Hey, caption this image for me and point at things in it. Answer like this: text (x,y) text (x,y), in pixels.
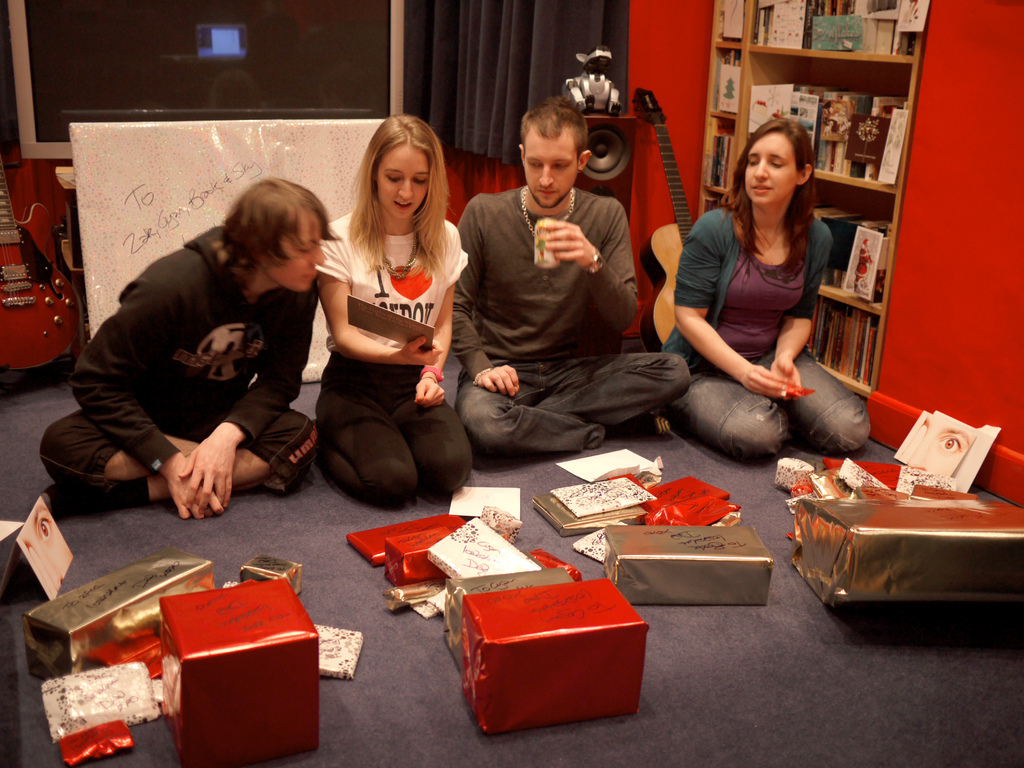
In this picture there are people (798,226) those who are sitting in the center of the image (474,448), on the floor (39,593) and there are gifts (879,495) in front of them, there is book shelf (803,71) and a guitar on the right side of the image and there is a television (390,78) and another guitar (70,315) on the left side of the image (74,82).
